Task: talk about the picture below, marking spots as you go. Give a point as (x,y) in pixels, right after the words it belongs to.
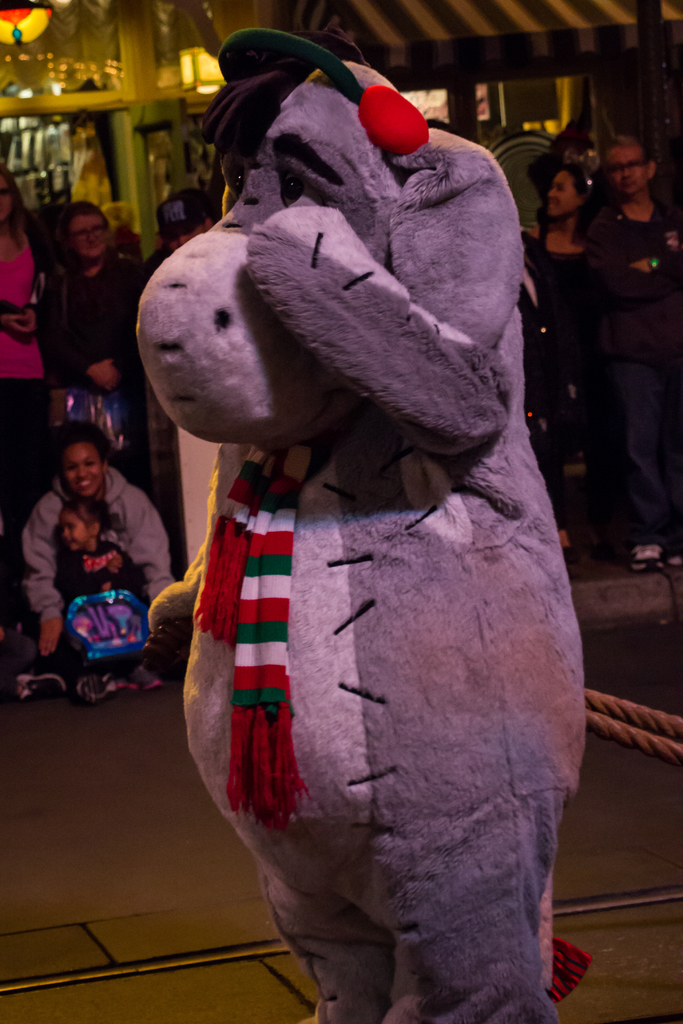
In the picture there is a person (446,836) wearing an animal costume (393,510), beside there are many people (543,191) present, there may be lights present on the roof (592,13).
